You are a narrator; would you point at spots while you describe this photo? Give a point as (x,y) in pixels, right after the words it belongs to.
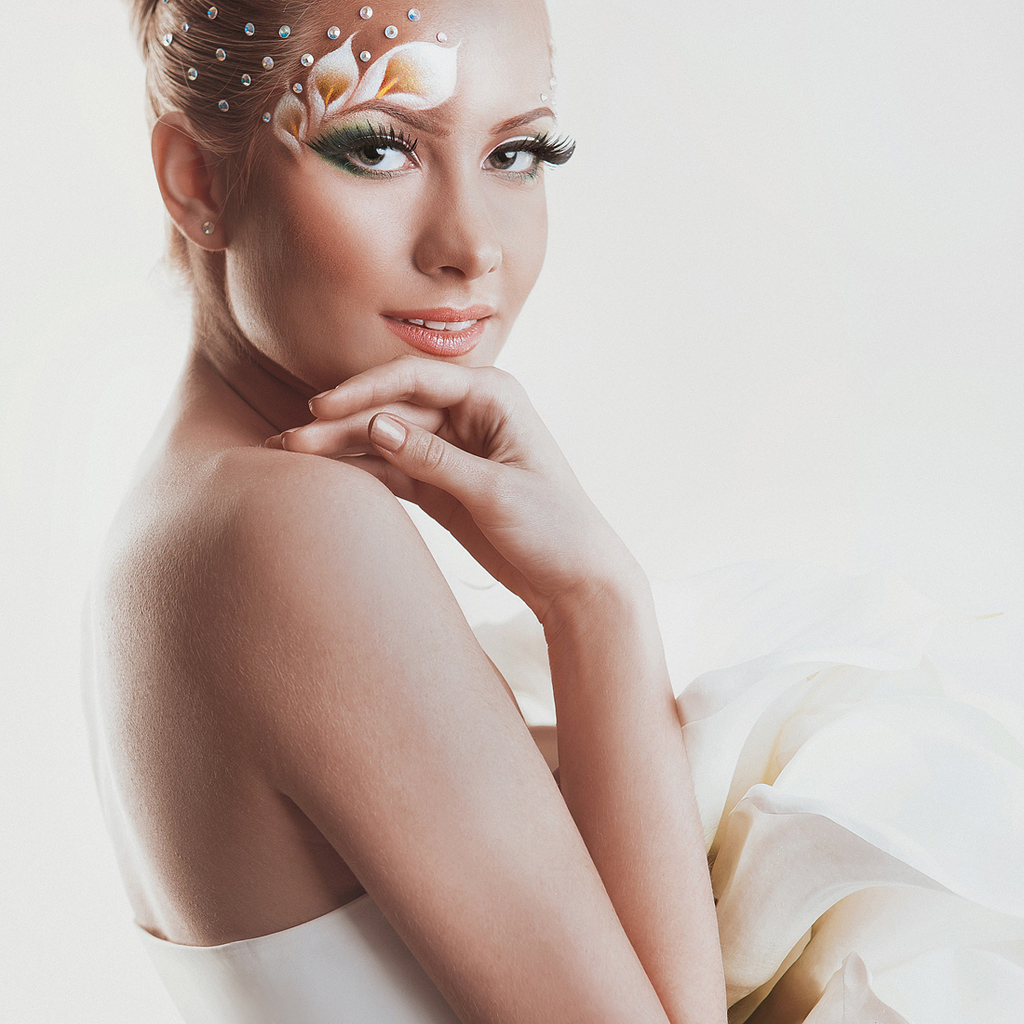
In this picture there is a woman (522,752) standing in the front (267,320), smiling and giving a pose to the camera. Behind there is a white background (104,369).
